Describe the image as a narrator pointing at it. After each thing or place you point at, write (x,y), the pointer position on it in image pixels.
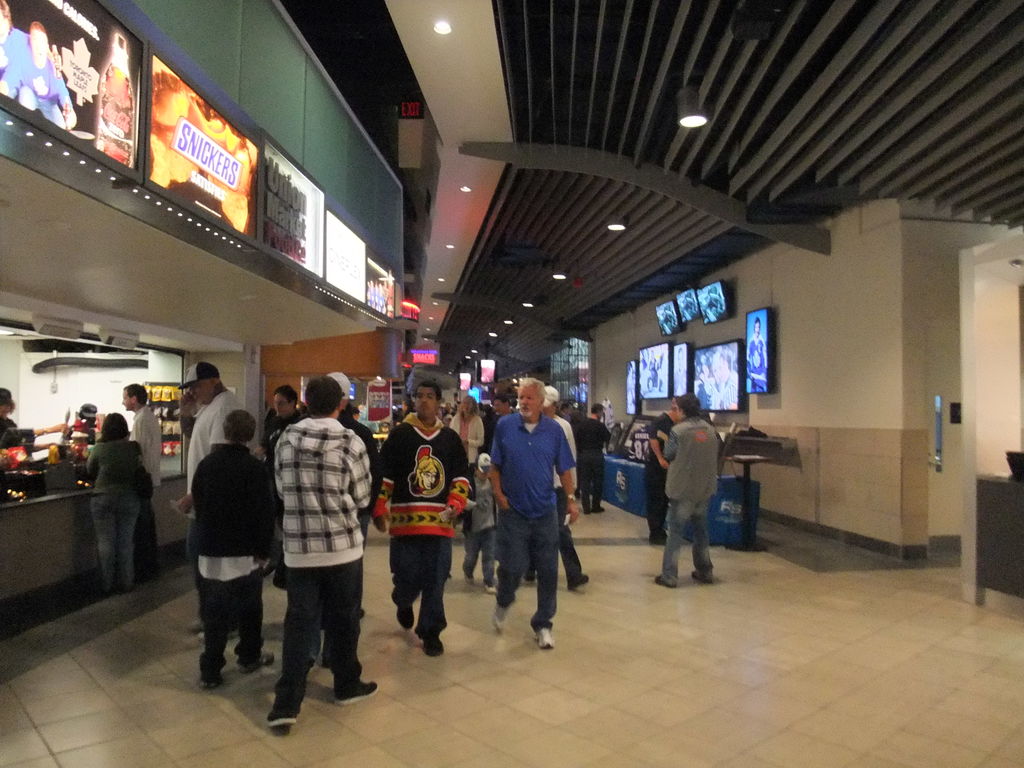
In this image we can see an inside view of a building (783,312) in which group of people (441,491) is standing on the floor (553,659). On the left side of the image (68,103) we can see group of sign boards (211,163) with some text (223,193). On the right side (709,303), we can see a group of televisions (751,393) on the wall (798,351). In the background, we can see some lights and a door (945,448).
